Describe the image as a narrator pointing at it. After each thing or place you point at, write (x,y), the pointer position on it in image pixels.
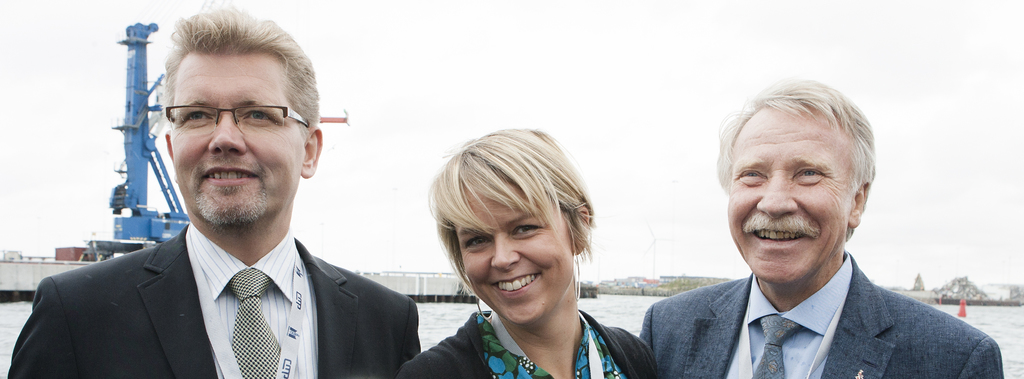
In this image there are three persons (545,281) standing with a smile on their face (560,265), behind them there is a river (596,306) and there is a metal structure (133,224) on the pier (389,286). In the background (19,250) there are buildings (652,279) and the sky (594,279).
